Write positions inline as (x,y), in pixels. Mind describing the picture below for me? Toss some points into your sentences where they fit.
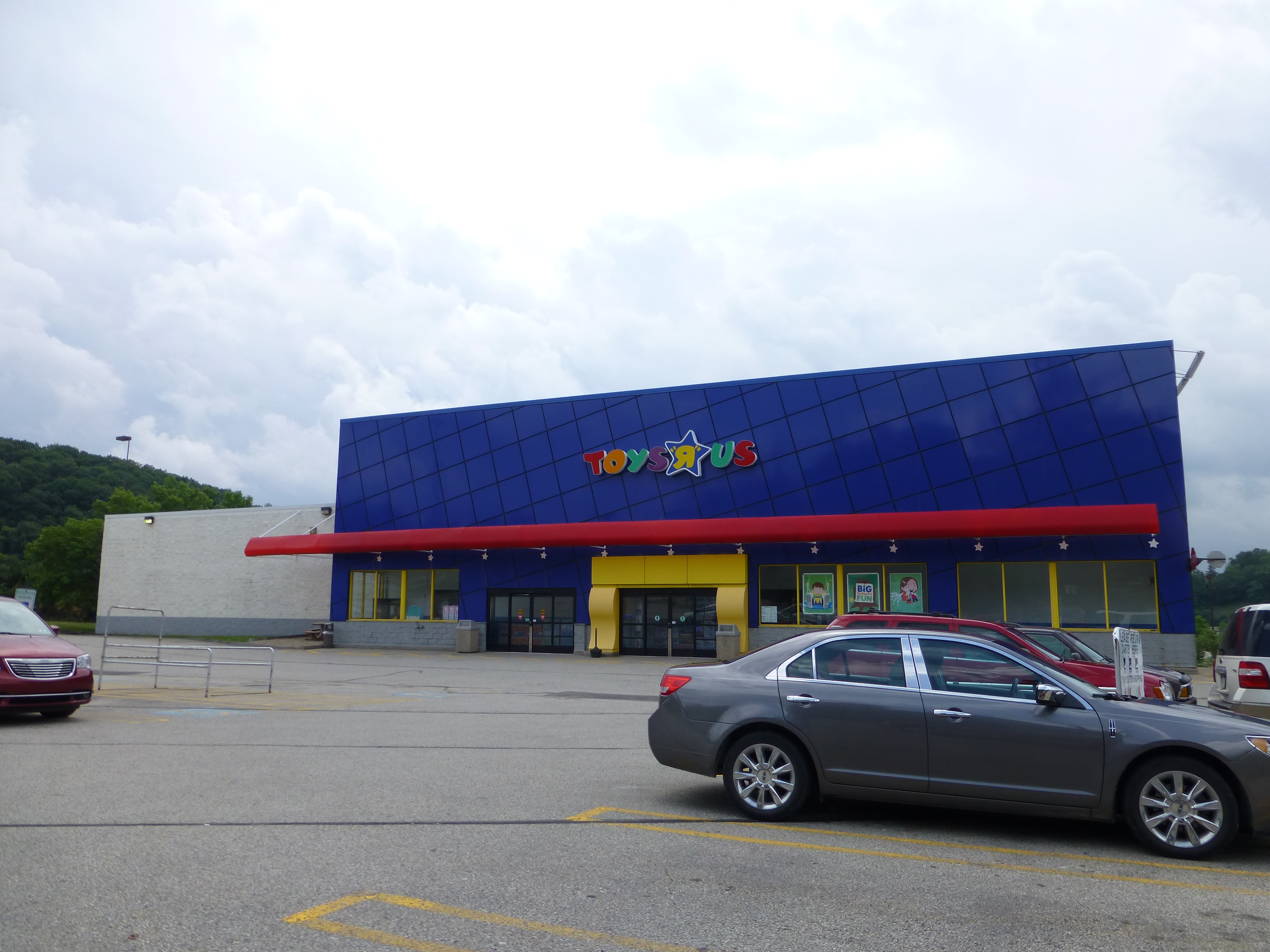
In this image on the right (1092,698), there are cars (1174,736), trees (1207,595), In the middle (542,530) there is a building (499,517). On the left (69,689) there is a car (67,654), hill (87,479), trees (96,511), sky (252,301) and clouds (446,272).
